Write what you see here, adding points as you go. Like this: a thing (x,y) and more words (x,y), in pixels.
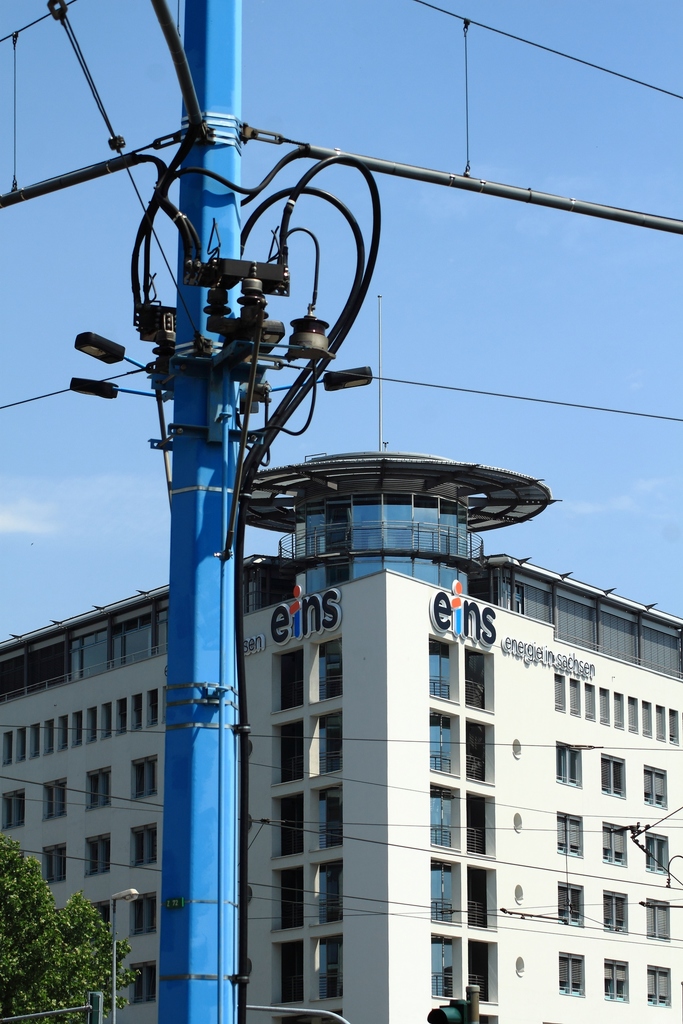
In this image I can see an electric pole (180,937), background (53,973) I can see few light poles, trees (58,934) in green color, a building (464,834) in white color and the sky (489,270) is in blue color.
